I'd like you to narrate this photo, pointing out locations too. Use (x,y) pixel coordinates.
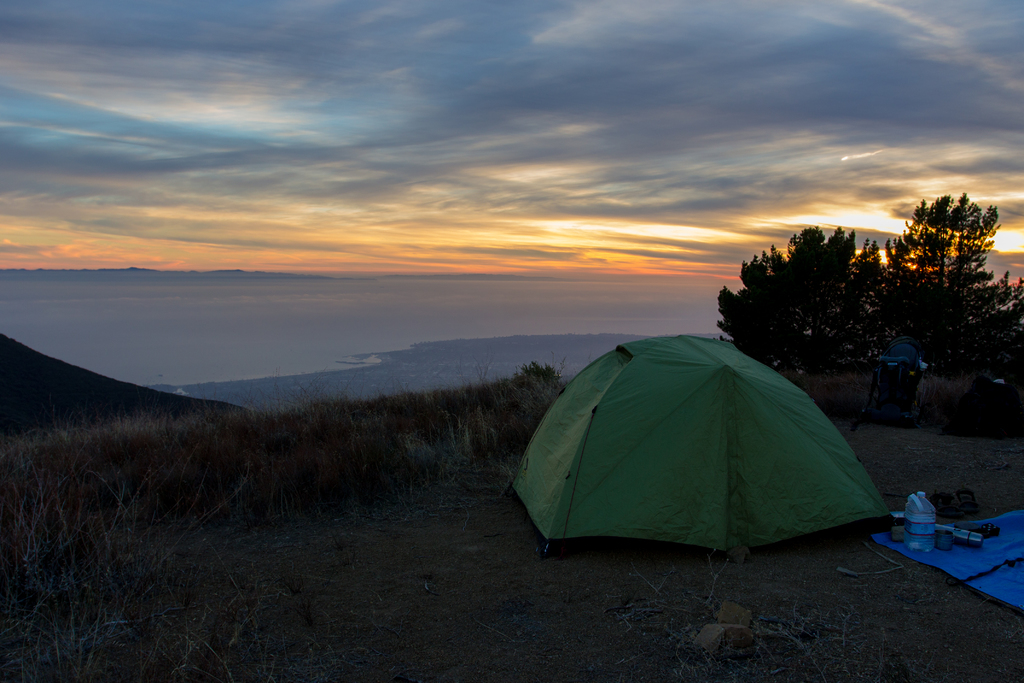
In the foreground (505,448) I can see tent (702,487), wood sticks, grass (8,632), plants (320,508), trees (957,339), some objects (958,535) on a cover (953,553). In the background (582,355) I can see mountains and the sky (471,119). This image is taken may be during evening.
